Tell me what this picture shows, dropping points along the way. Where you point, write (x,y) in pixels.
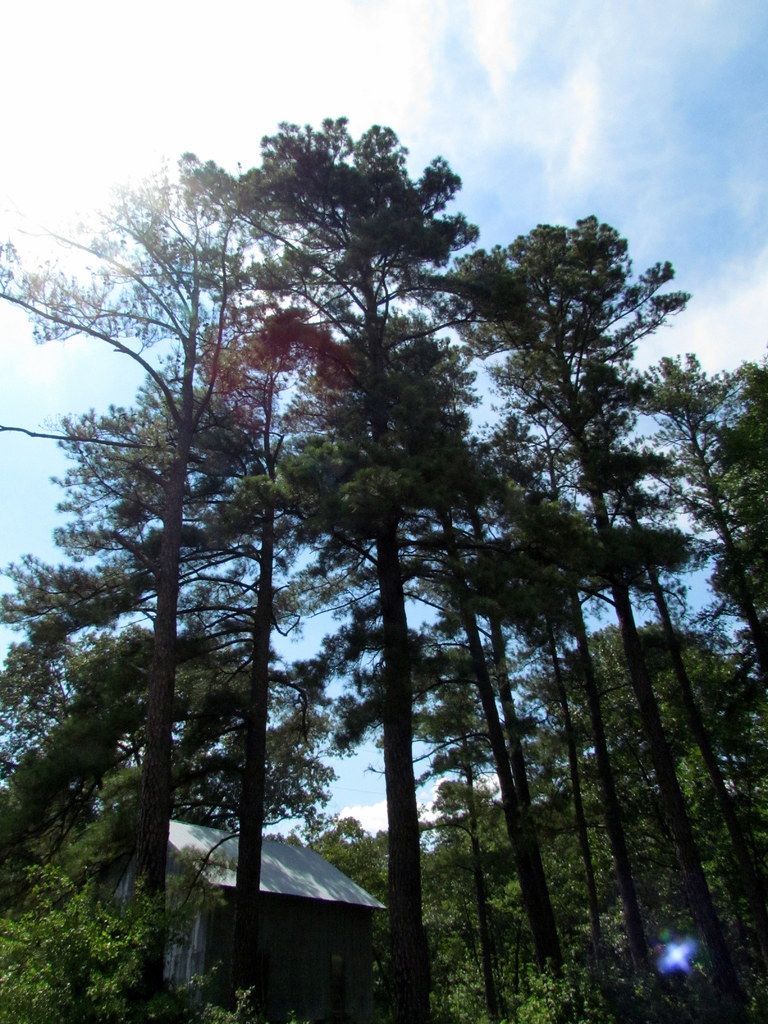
In this image there are many trees (614,813). Also there is a small building (270,917). In the background (156,157) there is sky (29,136) with clouds (558,159).
